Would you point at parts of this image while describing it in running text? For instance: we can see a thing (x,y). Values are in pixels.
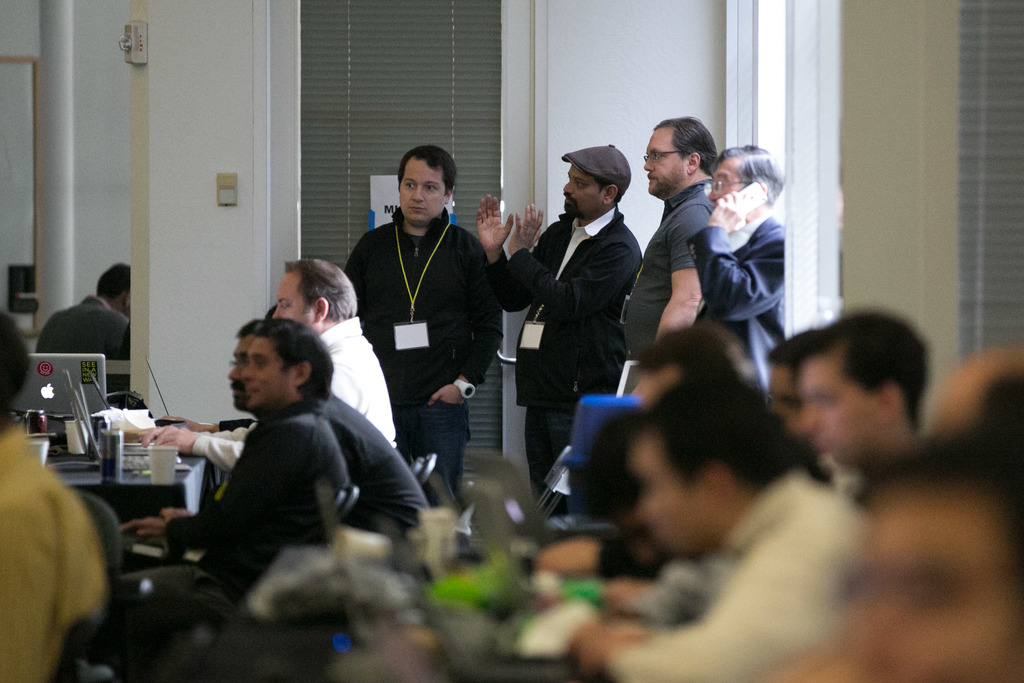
In this picture we can see some people (804,605) sitting on the chairs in front of the table (135,493) on which there are some items (169,467) and behind them there are four people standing wearing different dresses (595,255).
